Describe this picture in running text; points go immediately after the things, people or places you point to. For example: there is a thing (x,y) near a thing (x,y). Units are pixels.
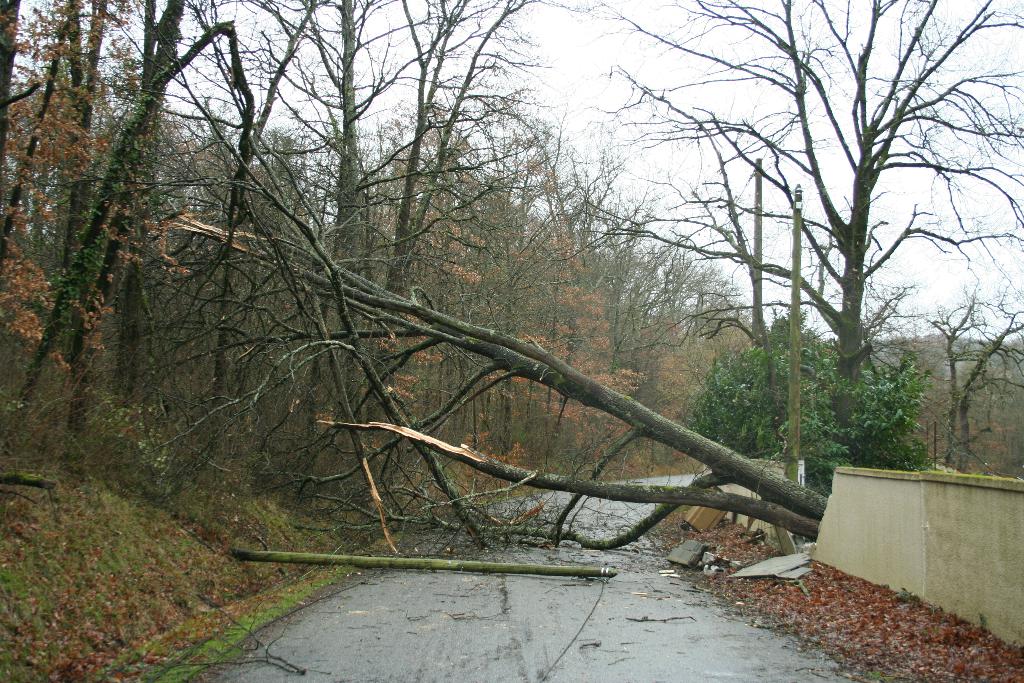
In this image I can see a road (686,668), number of trees (549,364), broken wall (920,543) and here I can see a pole (512,572). I can also see broken branches (429,456) of trees (280,391).
